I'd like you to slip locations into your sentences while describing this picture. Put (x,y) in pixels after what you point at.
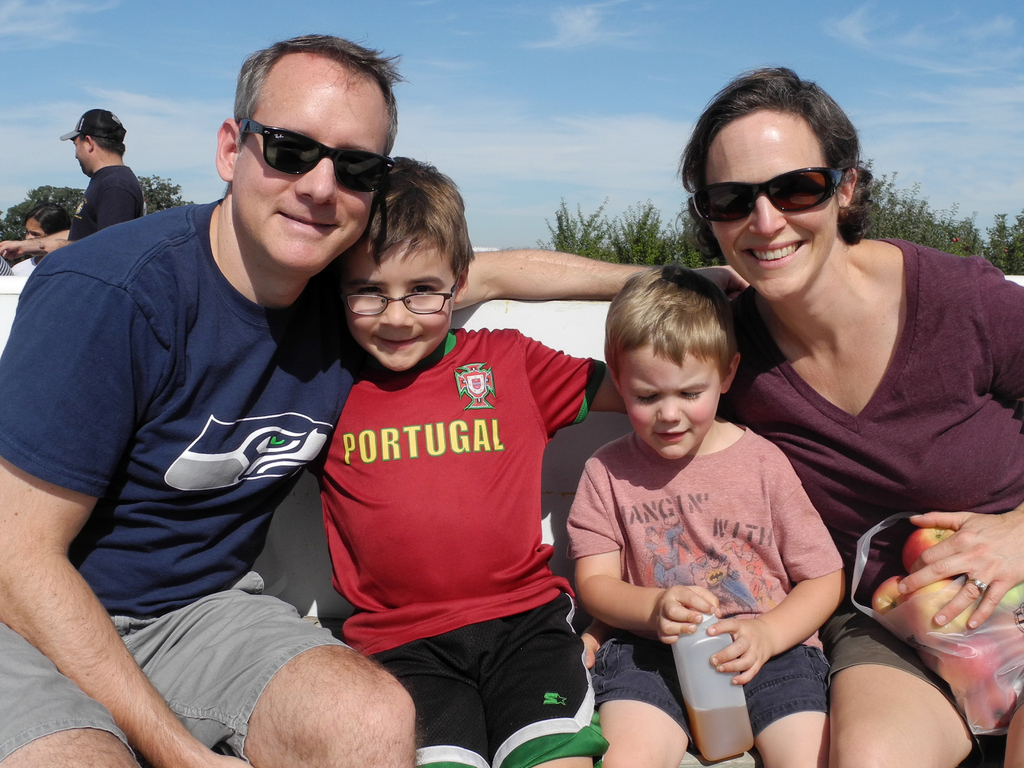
In this picture I can see four persons (178,347) sitting, there are some objects (1023,678), there are few people (5,252) standing, and in the background (59,38) there are trees (1019,259) and there is the sky (644,133).
